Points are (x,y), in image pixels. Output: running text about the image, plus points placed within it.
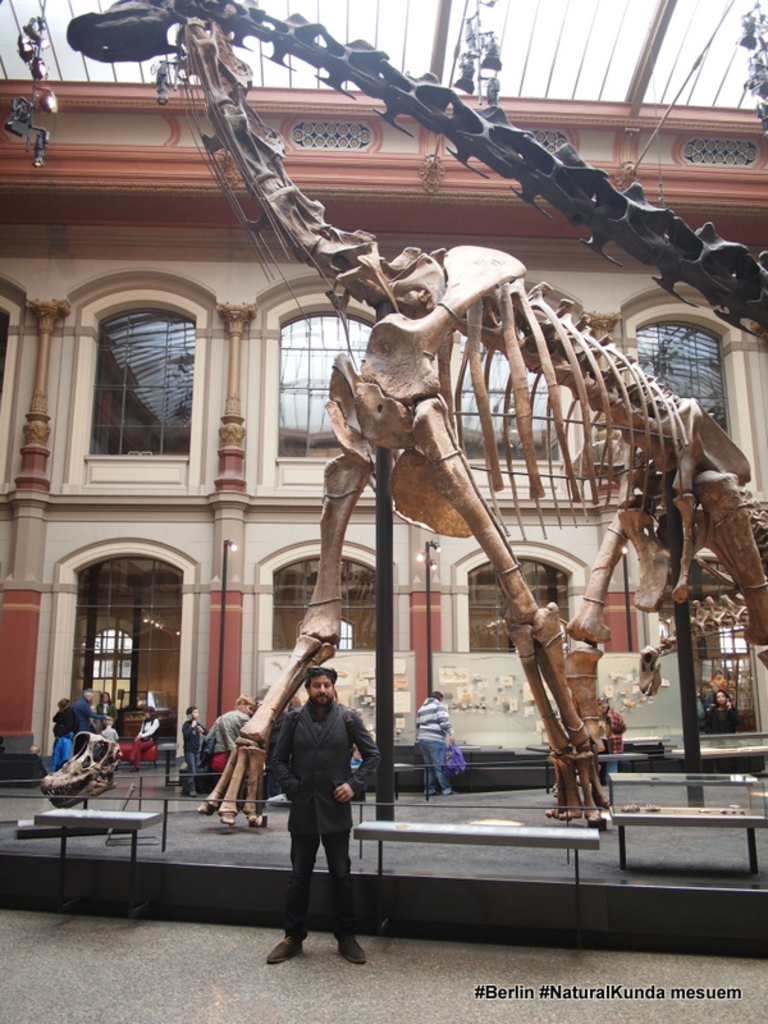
In this image we can see a building (262,88), poles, lights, tables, skeleton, and few people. At the bottom of the image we can see a watermark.
